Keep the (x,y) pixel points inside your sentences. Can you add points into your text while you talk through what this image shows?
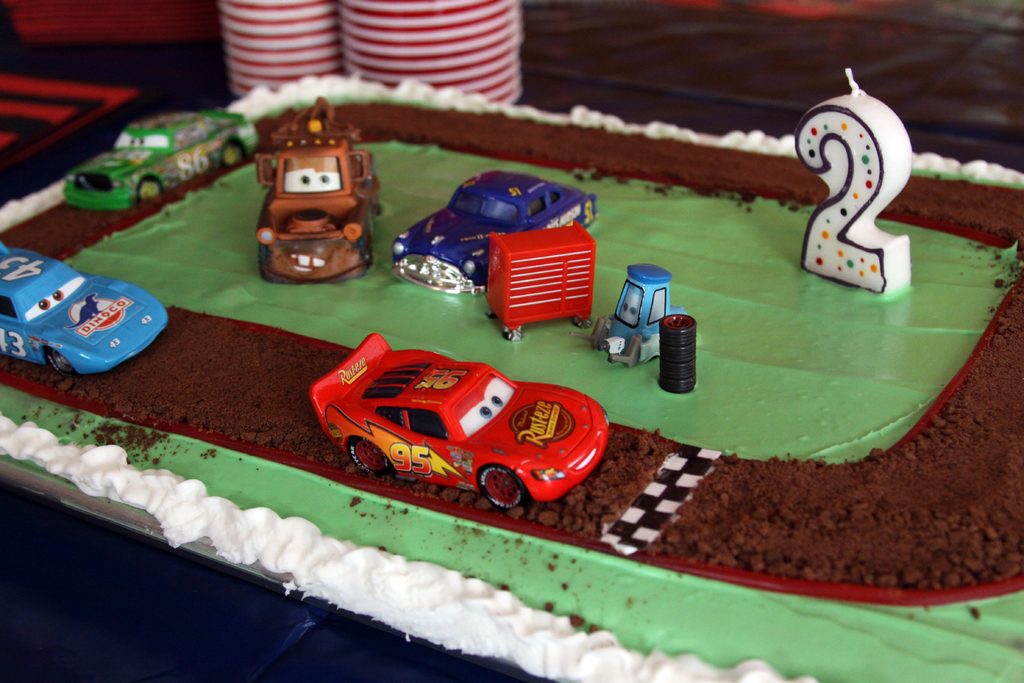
In this picture I can see cake (633,460) on which I can see toy cars (368,360). On the right side (860,264) I can see a candle (852,196). In the background (571,50) I can see some other objects (510,45).
